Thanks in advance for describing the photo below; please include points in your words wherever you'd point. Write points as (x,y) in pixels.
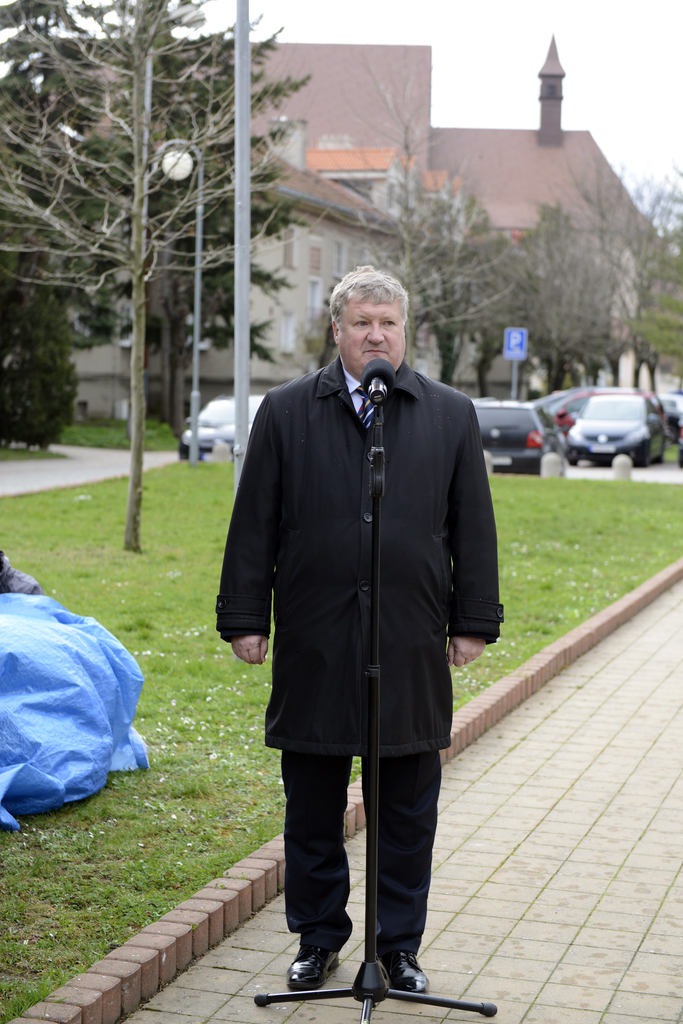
In this picture we can see a person (415,600) standing on the path (258,979). There is a microphone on the path (272,957). We can see a blue sheet (72,668) on the grass (219,749). There is a pole (242,295) and a tree (215,267) on the grass (122,509). We can see a few vehicles (532,424) on the road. There are some trees (532,360) and buildings (322,105) in the background (441,140).
